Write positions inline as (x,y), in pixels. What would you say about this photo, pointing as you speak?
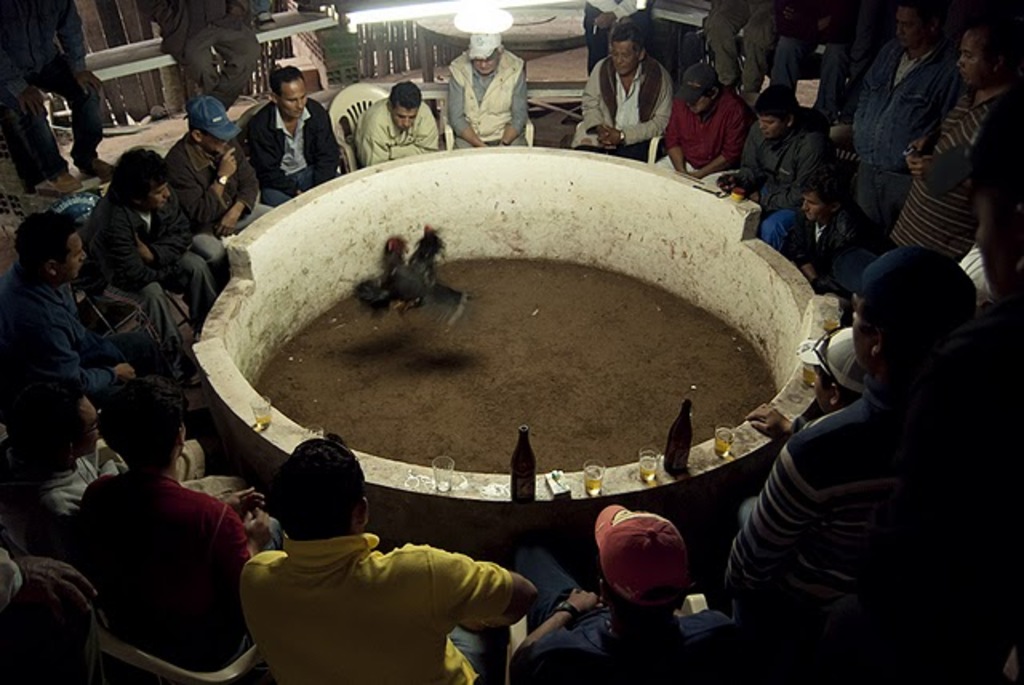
As we can see in the image there are group of people (56,627) sitting on chairs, hens (374,290), table (331,275), light (347,16), glasses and bottles (527,488).
